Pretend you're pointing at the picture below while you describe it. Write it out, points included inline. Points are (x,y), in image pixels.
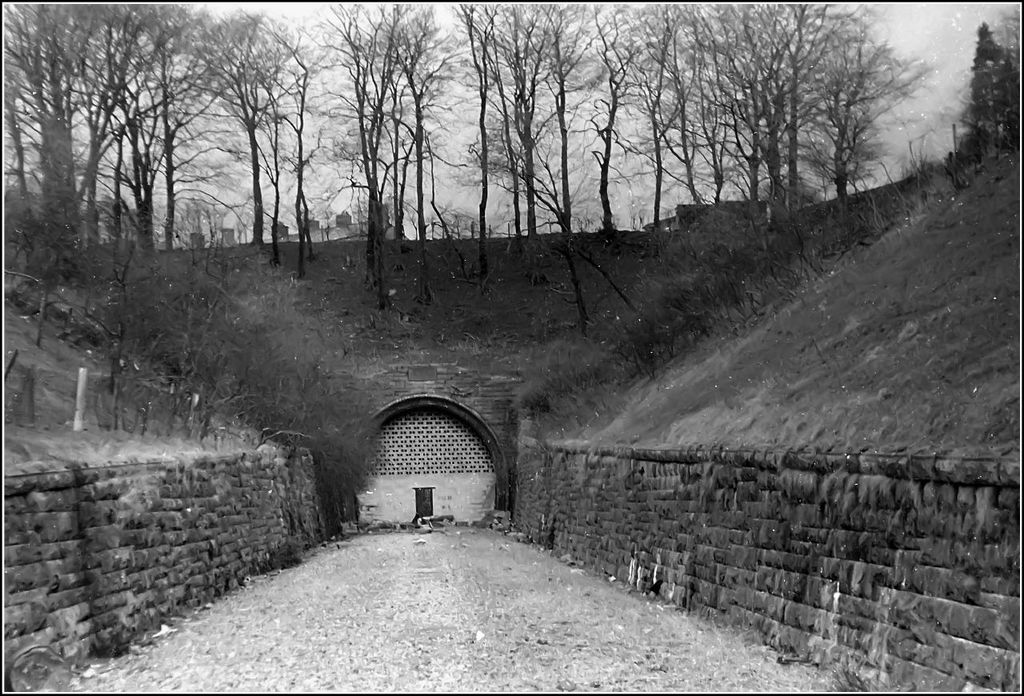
This is a black and white picture. In this picture we can see the sky (906,102), trees (686,90). On either side of the ground (365,634) we can see inclined surface (832,339) all the side with the support of the walls (731,516). Far it seems like a door (421,503).
